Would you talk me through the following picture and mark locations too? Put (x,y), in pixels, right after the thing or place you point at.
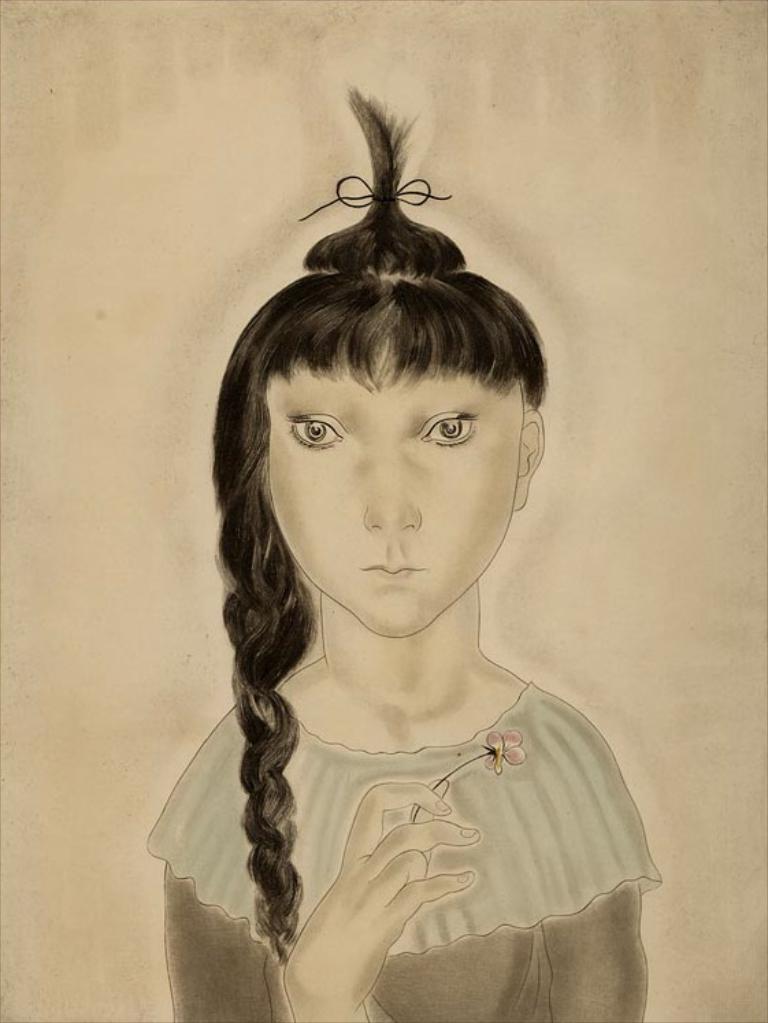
In this image I can see a drawing (443,599) of a person (465,671) holding a flower (512,748) in hand (422,822). I can see the brown colored background (664,587).
